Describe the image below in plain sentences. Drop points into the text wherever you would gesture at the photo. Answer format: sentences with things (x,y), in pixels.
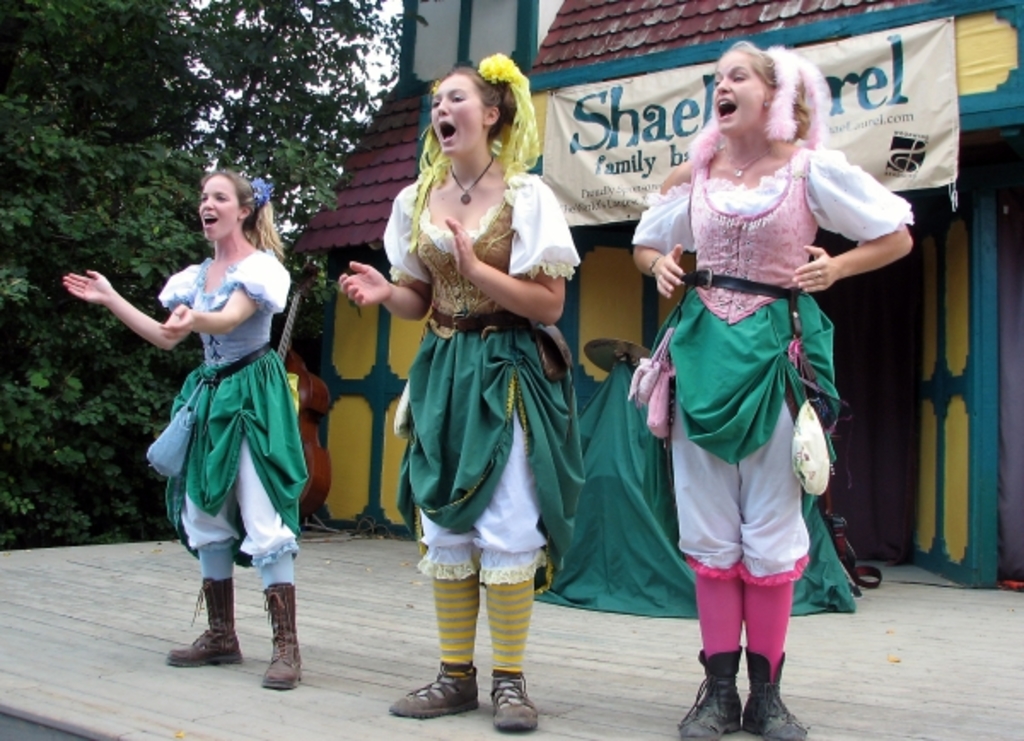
In this image I can see three persons (673,427) standing. In front (484,410) the person (482,337) is wearing gold, green and white color dress (437,398). Background (565,140) I can see a banner (609,178) in white color and I can also see the building (381,367) in yellow and green color, trees (236,119) in green color and the sky (376,60) is in white color.
